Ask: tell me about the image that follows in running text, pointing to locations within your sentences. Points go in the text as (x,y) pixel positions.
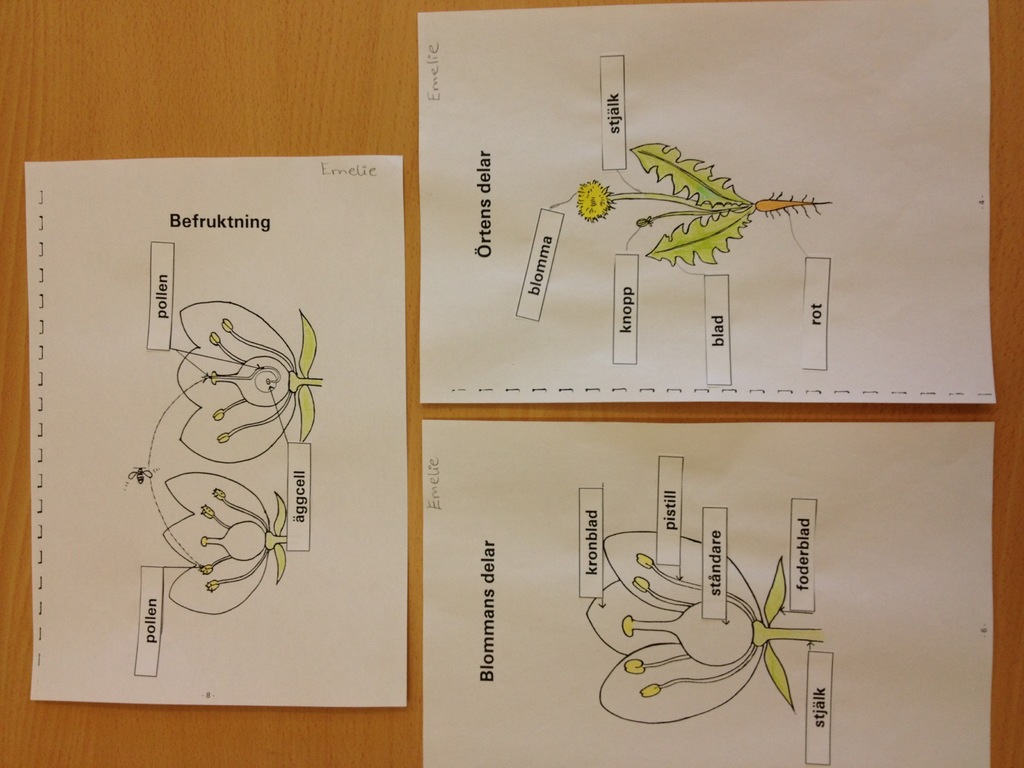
In this image I can see three papers (52,516) and the papers (217,584) are attached to the wooden surface (322,141). In the papers (440,247) I can see few plants (666,618) in green color.
